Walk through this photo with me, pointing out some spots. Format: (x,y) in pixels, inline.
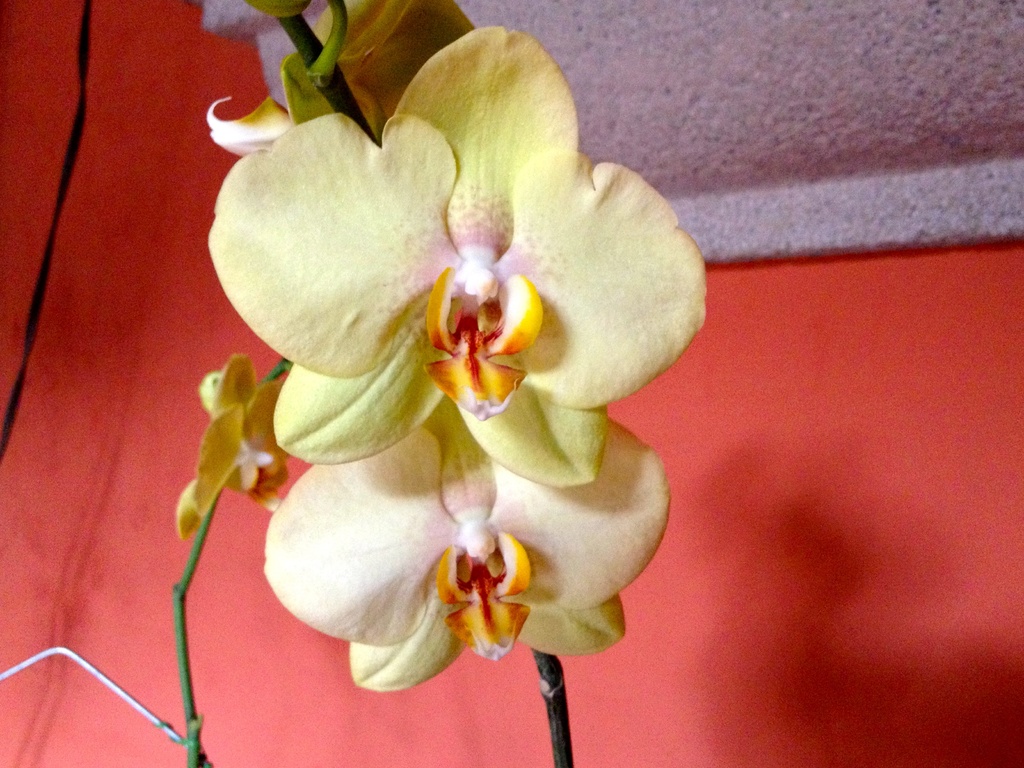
In this image in the foreground (400,259) there are flowers (401,667), and in the background (851,534) there is a wall (757,475).
